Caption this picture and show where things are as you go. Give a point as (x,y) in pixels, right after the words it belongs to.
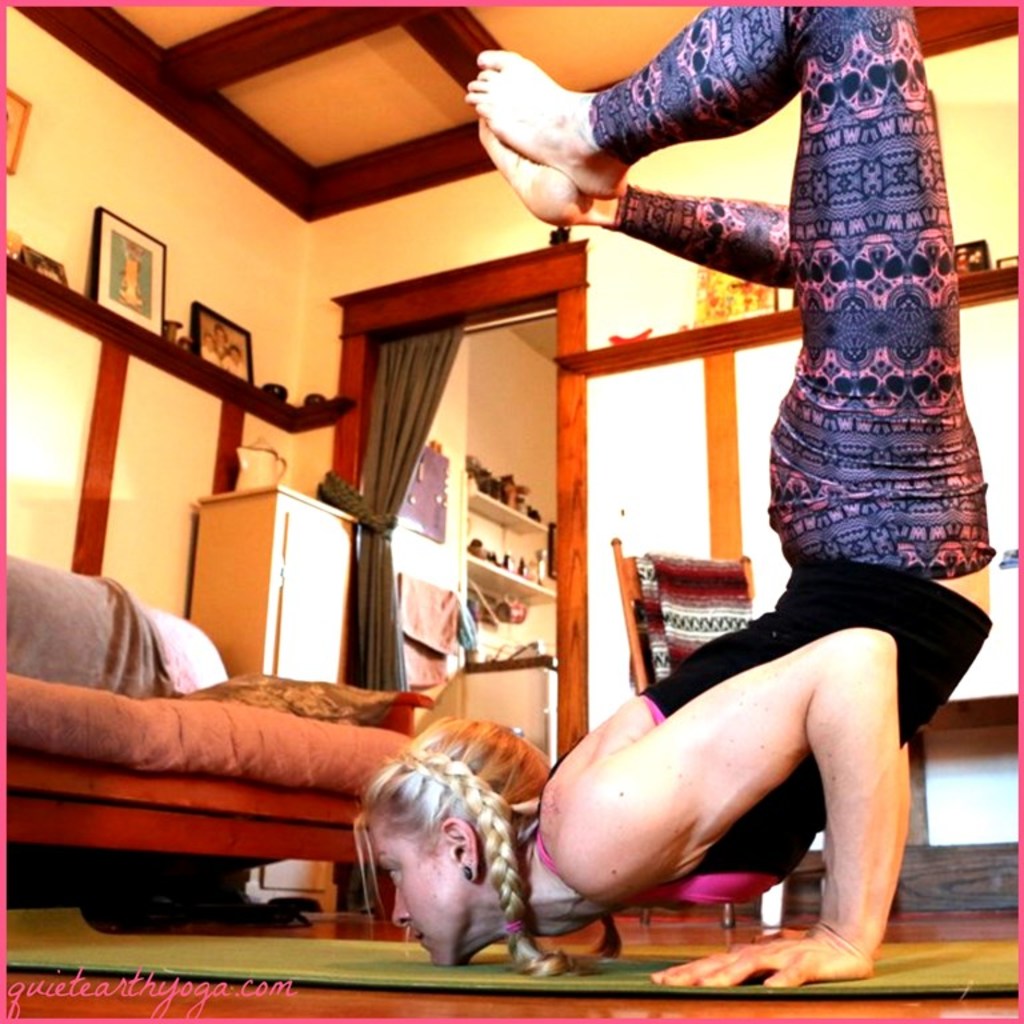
In this image I can see a woman (734,743) wearing black, pink and purple color dress (921,454) is on the mat (623,959) which is green in color. I can see a couch (171,743), the curtain (404,440), a cupboard (343,565), a chair (647,614), the wall (78,472), few photo frames (144,257) on the shelves (130,347), few clothes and few other objects (475,555) in the background (549,587).
